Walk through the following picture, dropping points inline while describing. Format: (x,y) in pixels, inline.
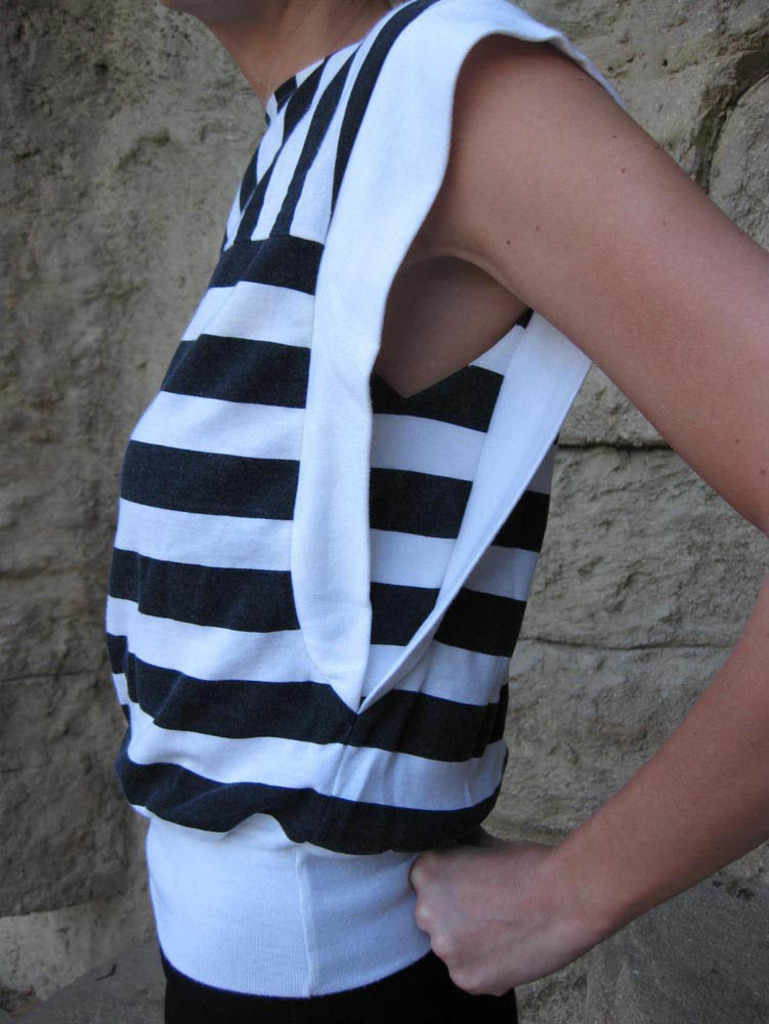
In this image there is a person (392,435), behind the person (308,628) there is a wall (758,66).
